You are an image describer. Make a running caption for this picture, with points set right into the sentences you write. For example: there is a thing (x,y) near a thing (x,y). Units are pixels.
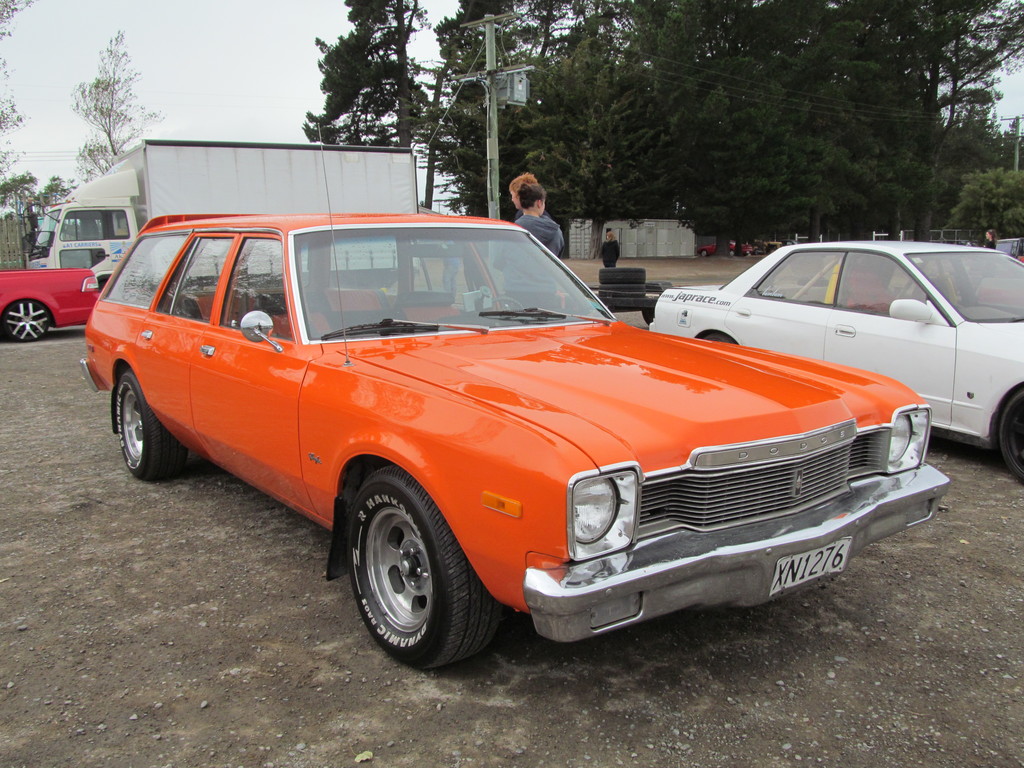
In the foreground of this image (537,403), there are two cars (824,466) on the ground (147,654). We can also two people (544,239) standing, few tyres (619,292), truck (153,186) and a vehicle (21,303) on the left (35,320). In the background (713,84), there are trees (513,120), a pole (482,77) and the sky (195,43).
